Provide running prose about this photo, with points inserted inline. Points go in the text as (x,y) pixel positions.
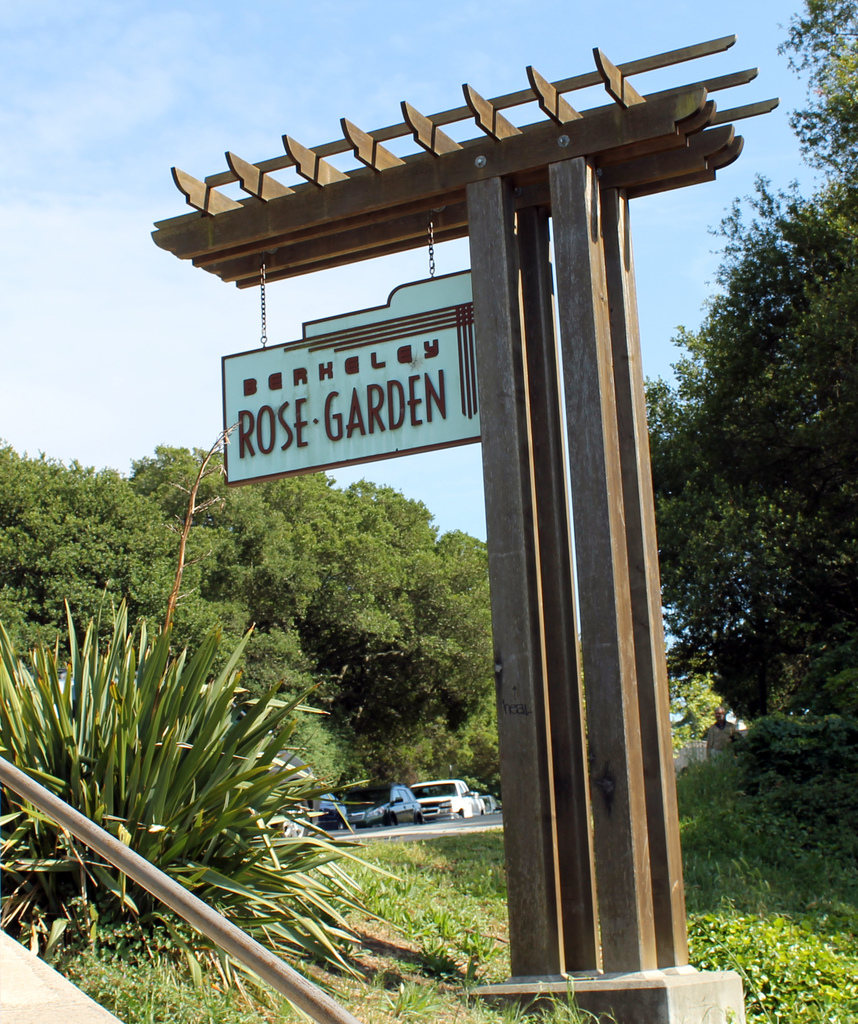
Here I can see a pillar (585,627) to which a board (353,408) is hanging. On the board (304,420) I can see some text (395,418). At the bottom of the image (719,913) I can see the grass (431,995) and some plants (241,838). In the background (363,820) there are some cars (406,792) on the road (414,828) and also I can see the trees (333,544). On the top of the image (132,112) I can see the sky (236,63).
